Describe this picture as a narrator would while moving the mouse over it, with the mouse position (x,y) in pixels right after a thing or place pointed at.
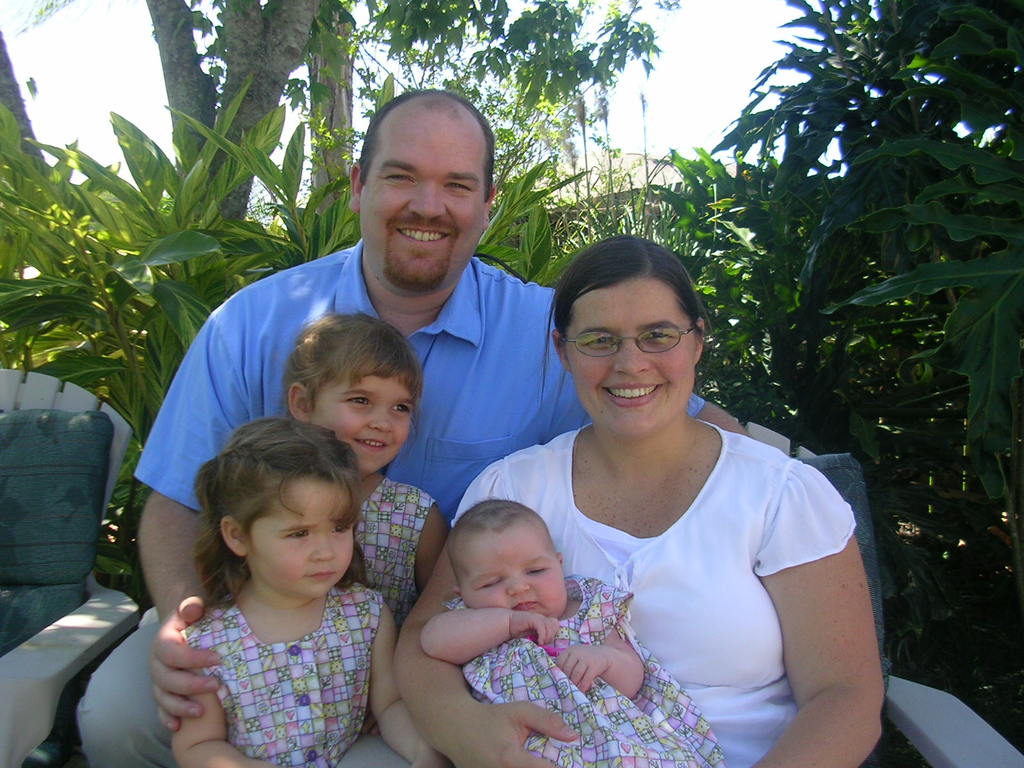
In this picture, we can see a few people (783,509) sitting on a chair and we can see a chair (70,562) in the left corner (51,600) and we can see some trees (852,279) and the sky (713,55).
